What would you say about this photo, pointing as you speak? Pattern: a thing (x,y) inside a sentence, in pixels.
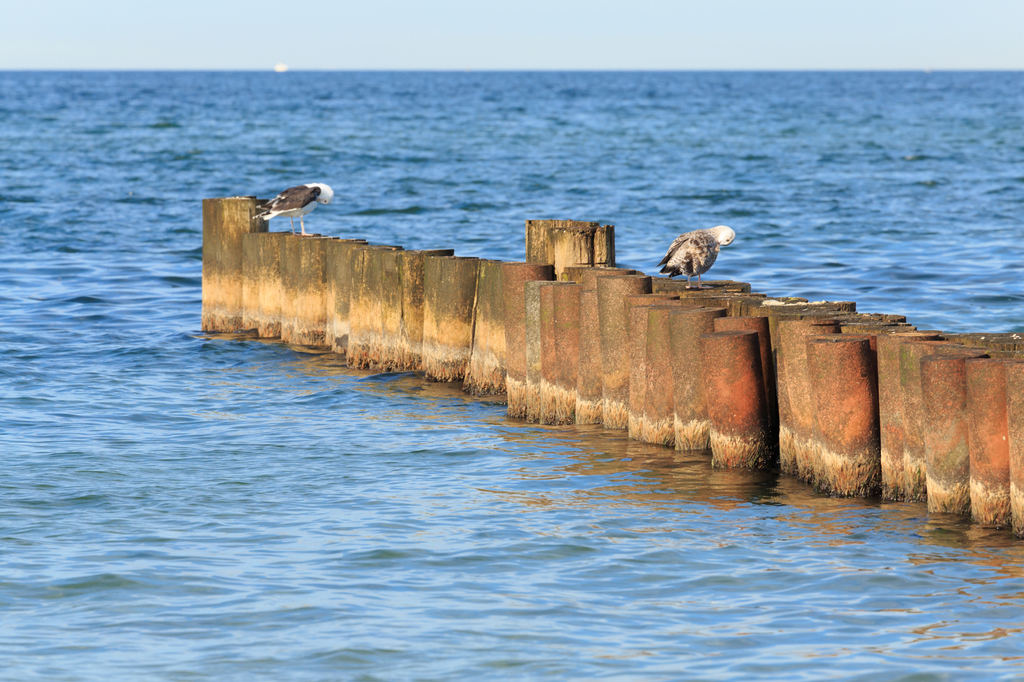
In the background (630,14) sky (665,16) is visible. In this picture we can see water (235,393) and wooden objects (272,246). In the picture we can see birds (298,213) standing on the wooden objects (377,261).
